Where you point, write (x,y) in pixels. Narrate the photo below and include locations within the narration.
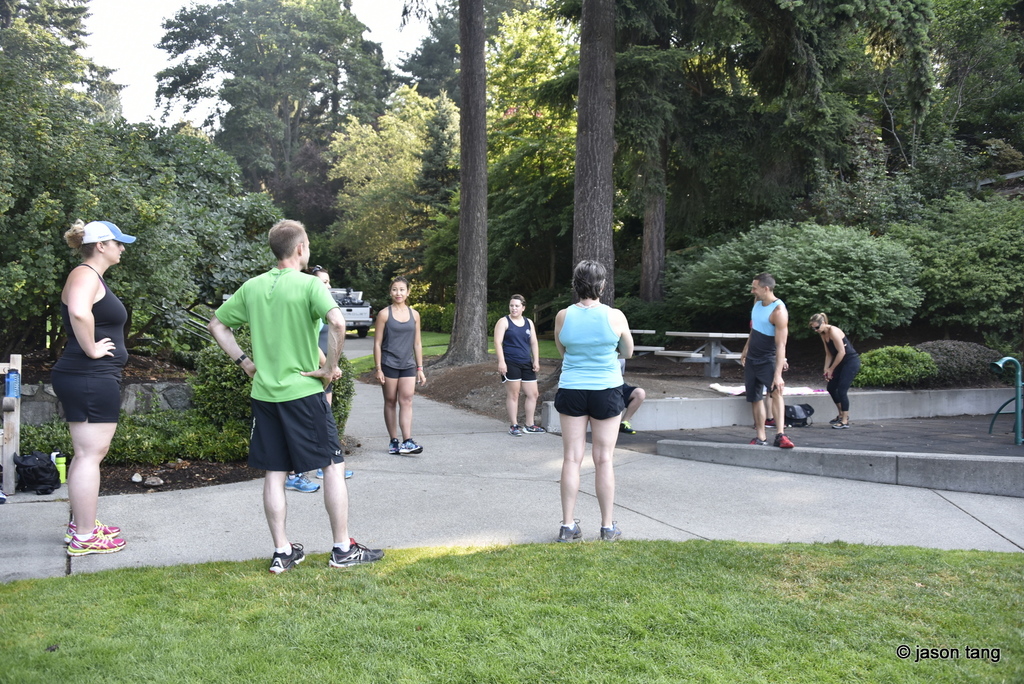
In this image we can see people (98,475), grass (382,640), plants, benches (684,336), road (377,515), vehicle (356,328), trees (324,239), and other objects (96,238). In the background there is sky (376,38).
